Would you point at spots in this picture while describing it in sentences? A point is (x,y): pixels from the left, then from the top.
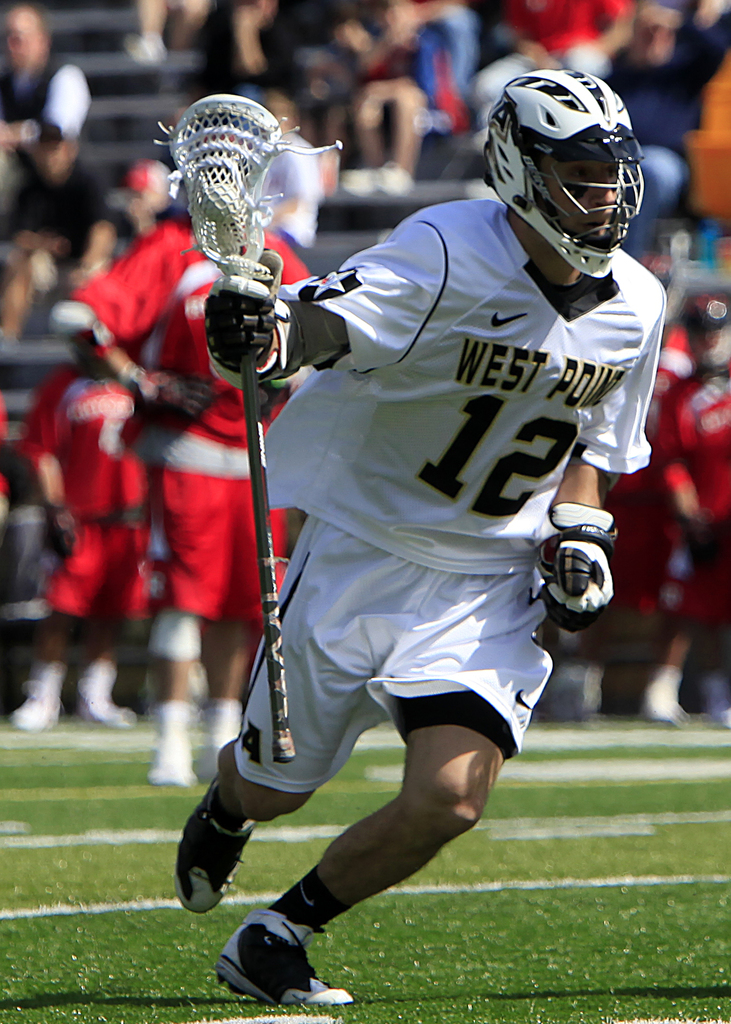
In this picture there is a person (500,588) holding lacrosse stick (253,449). The background (102,9) is blurred. In the background (146,272) there are people (208,635) and audience (381,96). In the foreground (200,971) there is grass (415,985).
